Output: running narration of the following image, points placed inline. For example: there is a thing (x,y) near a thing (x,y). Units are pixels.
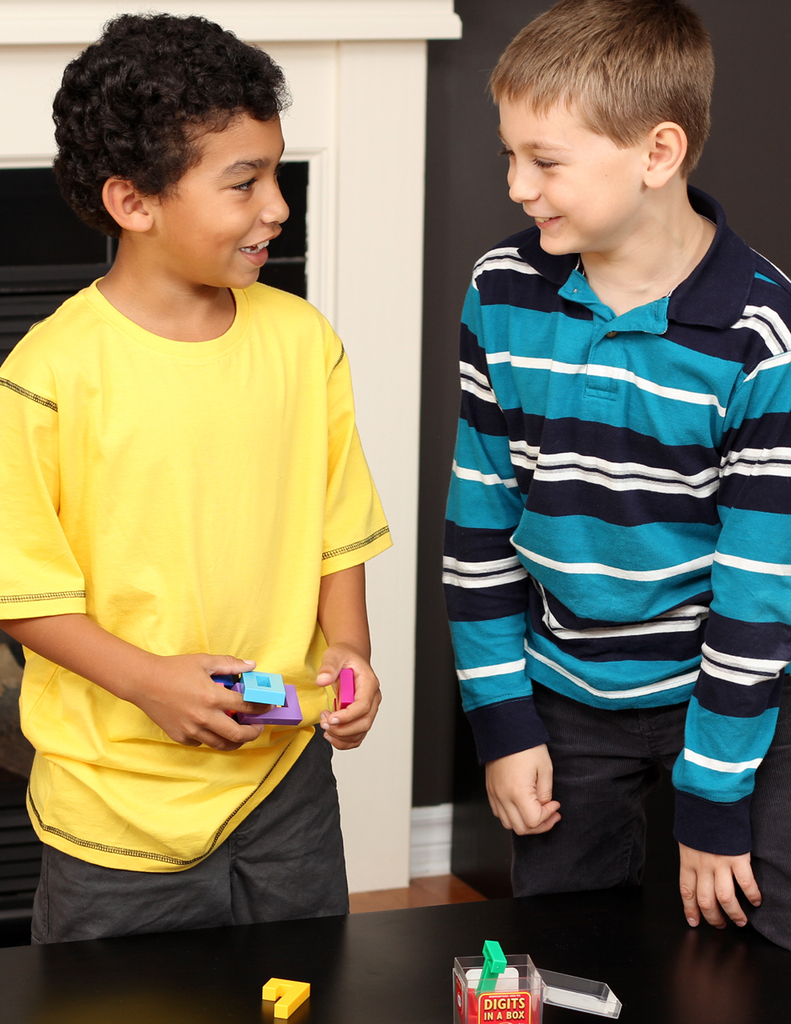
In the foreground (564,188) I can see two kids (185,319) are standing on the floor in front of a table (443,905). In the background (396,88) I can see a wall (462,92) and a fireplace (27,225). This image is taken in a room (510,611).
